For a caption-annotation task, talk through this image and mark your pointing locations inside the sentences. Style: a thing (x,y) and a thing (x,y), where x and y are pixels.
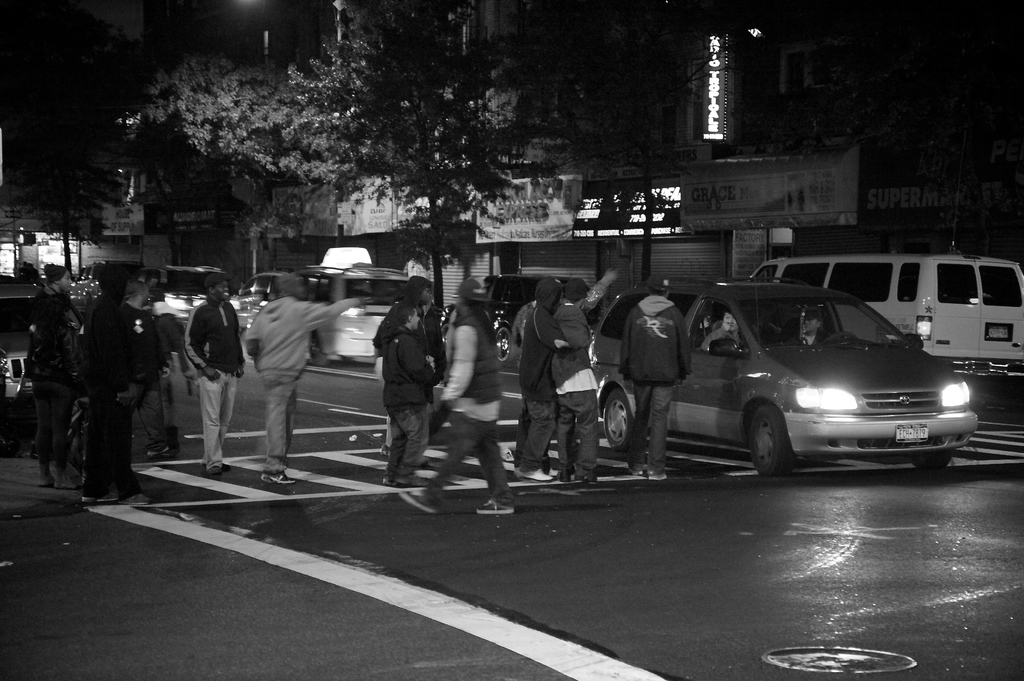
In this picture we can see a group of people (423,417) crossing road (337,502) on zebra crossing (202,487) where some persons (731,320) are in car (792,353) on road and in background (415,142) we can see trees (502,135), building (547,133), banners (569,195).
